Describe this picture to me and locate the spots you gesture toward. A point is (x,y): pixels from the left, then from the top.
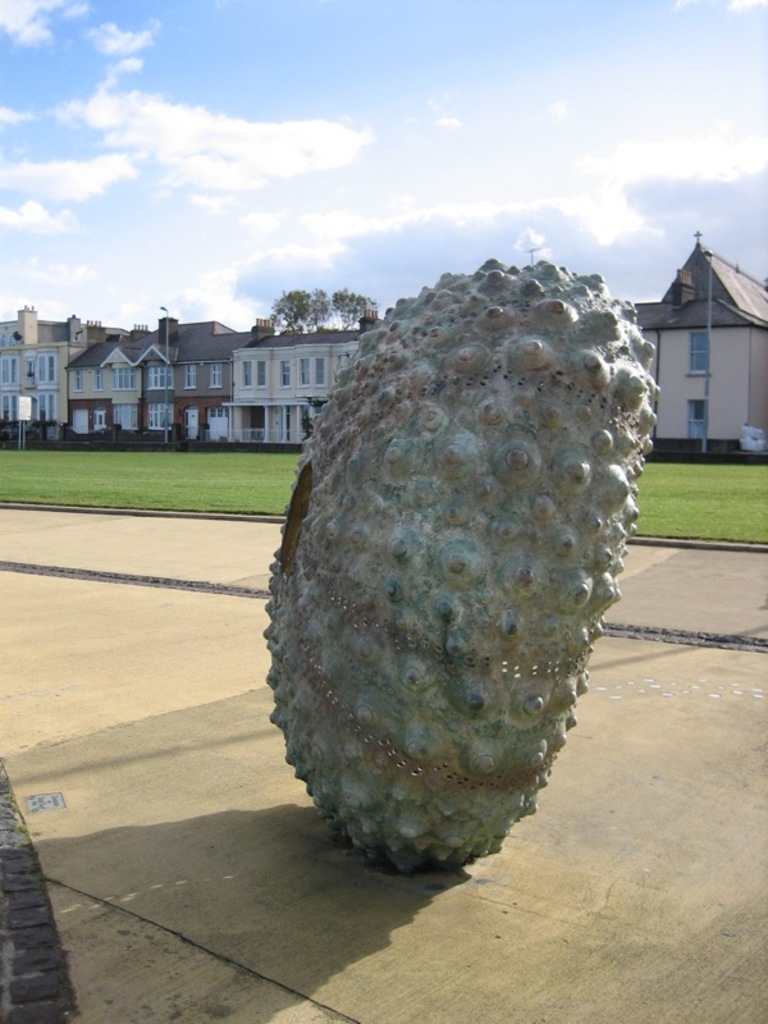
In this picture there is a sculpture (412,396) in the center of the image (283,577), which is in the shape of a shell and there is grassland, houses (242,386) and trees (296,298) in the background area of the image (308,296).
